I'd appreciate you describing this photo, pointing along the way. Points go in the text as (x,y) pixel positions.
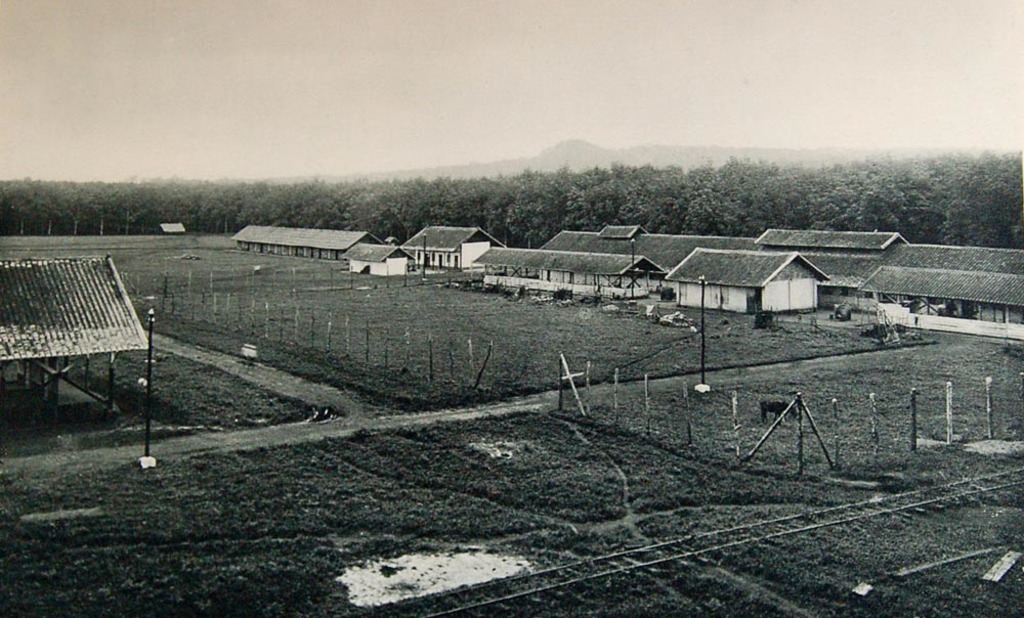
This image is a black and white image. This image is taken outdoors. At the bottom of the image (542,580) there is a ground (137,531) with grass (549,551) on it. In the middle of the image (419,241) there are a few houses (749,269). There are many trees (619,214) with leaves (759,190), stems (104,226) and branches (91,218). There are a few plants (434,427). There are a few poles (953,389).
